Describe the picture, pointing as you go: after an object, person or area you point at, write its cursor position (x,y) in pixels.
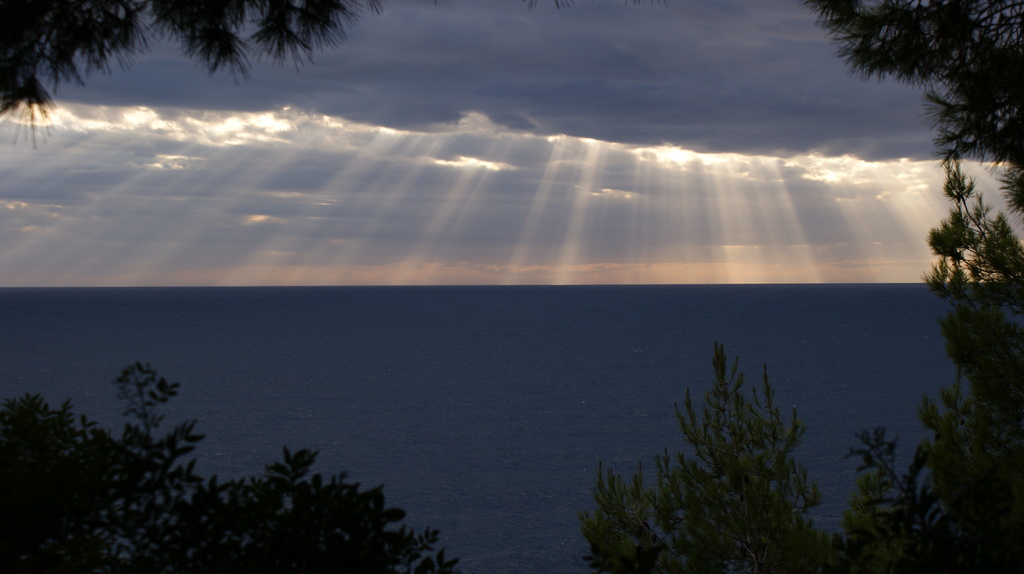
In this image we can see some trees (370,534), water (247,298) and top of the image (426,123) there is cloudy sky (398,152) and we can see some rays (587,184) falling on water (324,355).
